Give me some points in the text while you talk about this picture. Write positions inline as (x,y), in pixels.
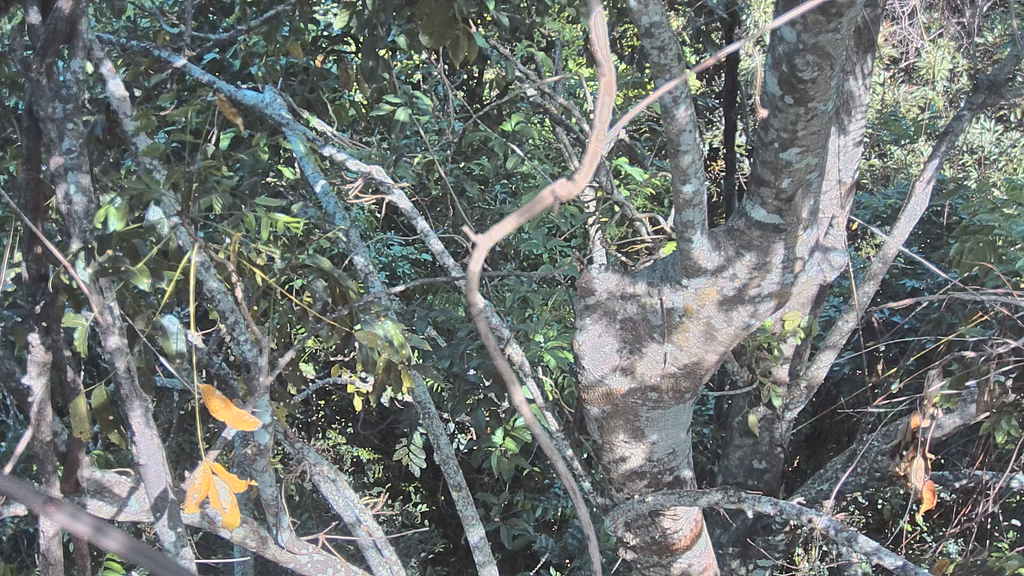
Here I can see few trees (187,222) and plants (999,212) along with the leaves (352,89) and stems (525,69).
